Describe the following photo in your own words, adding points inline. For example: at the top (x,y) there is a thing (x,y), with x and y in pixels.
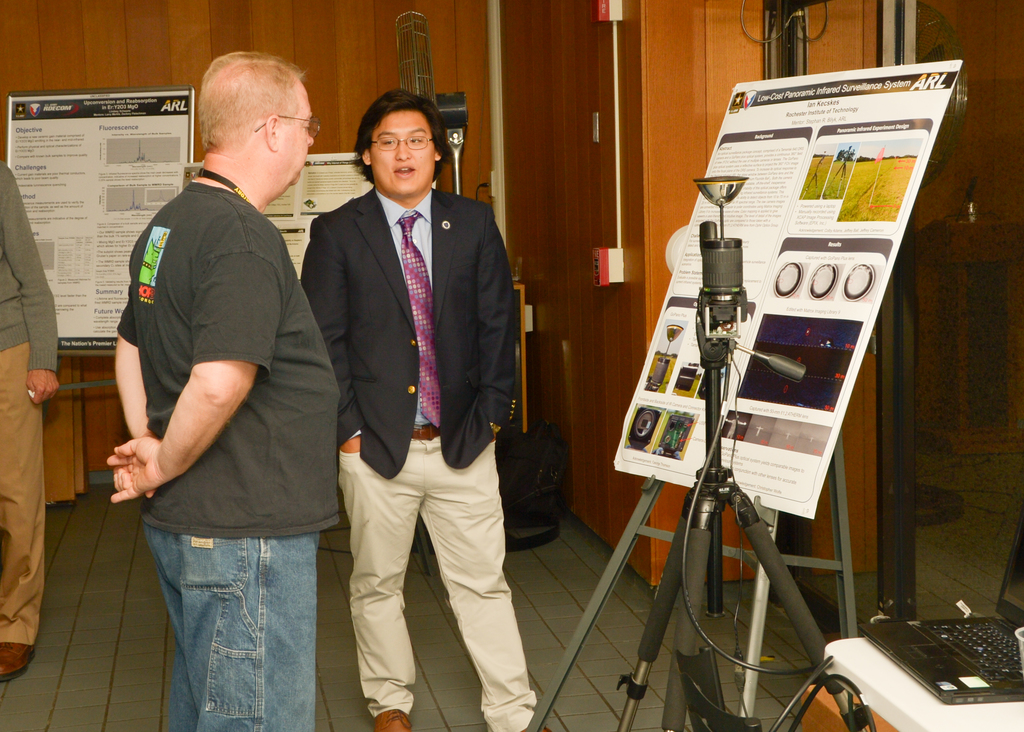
In this picture there are men (165,513) on the left side of the image (150,226) and there are poster boards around them and there is a laptop (970,685) on the desk (998,725), in the bottom right side of the image (875,648) and there is a door (957,588) on the right side of the image (880,324).
